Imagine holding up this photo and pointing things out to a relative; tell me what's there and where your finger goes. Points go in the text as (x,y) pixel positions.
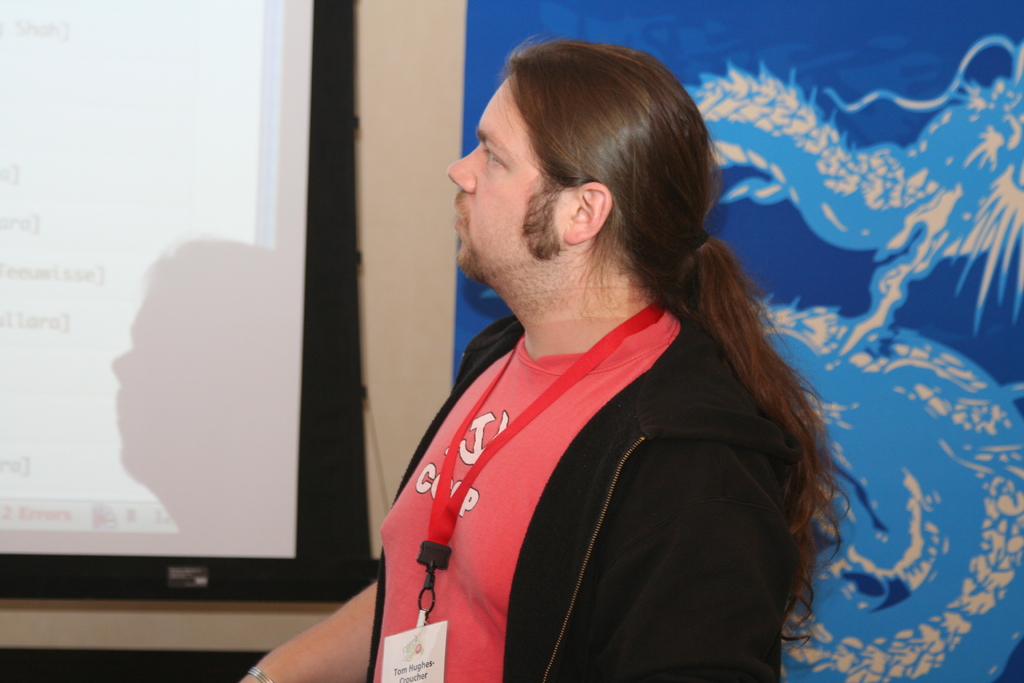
In this image, we can see a person (460,479) wearing id card (424,639) and in the background (217,209), there is a screen (245,122) and there is a poster (833,239).
